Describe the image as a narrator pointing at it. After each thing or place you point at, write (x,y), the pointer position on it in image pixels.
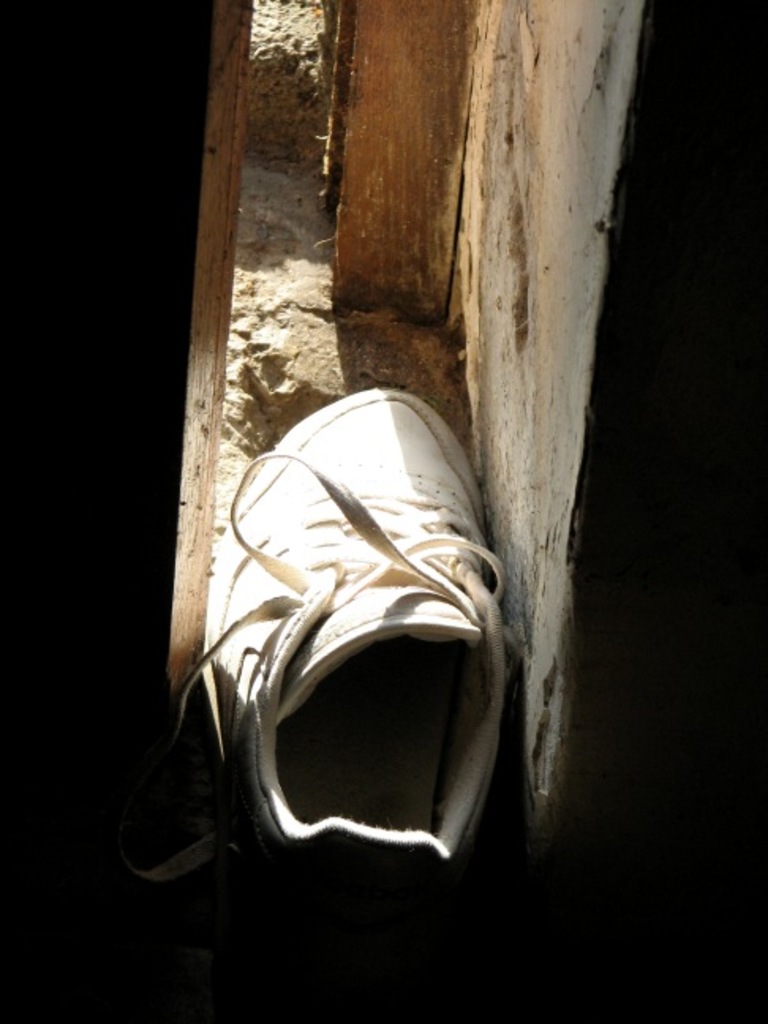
In this image I can see the white color shoe (219,649), wall (303,297) and the wooden object (414,54).
